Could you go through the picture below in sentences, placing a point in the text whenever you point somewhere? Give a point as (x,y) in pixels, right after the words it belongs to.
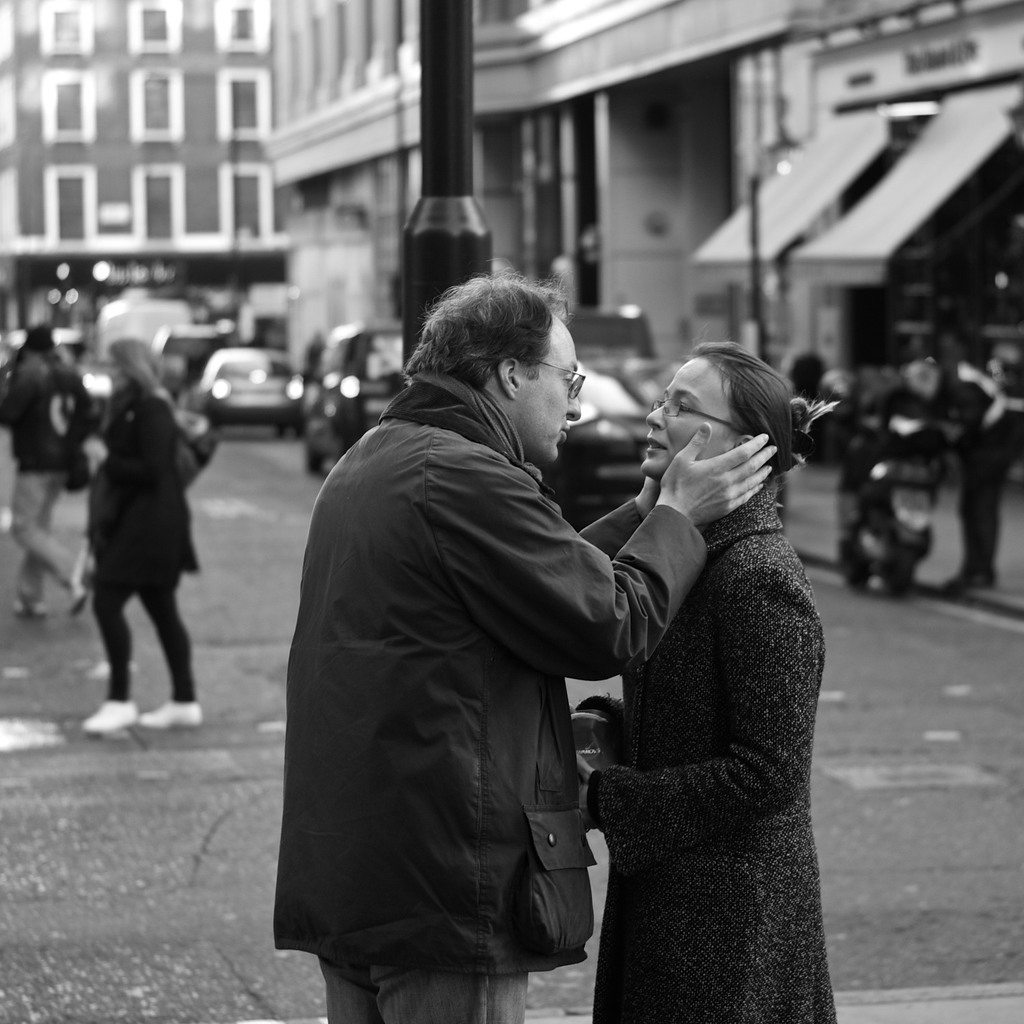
In this image we can see people (515,338) and there are vehicles (884,585) on the road (972,685) and there is a pole (438,242). In the background (488,118) there are buildings (1016,122).
